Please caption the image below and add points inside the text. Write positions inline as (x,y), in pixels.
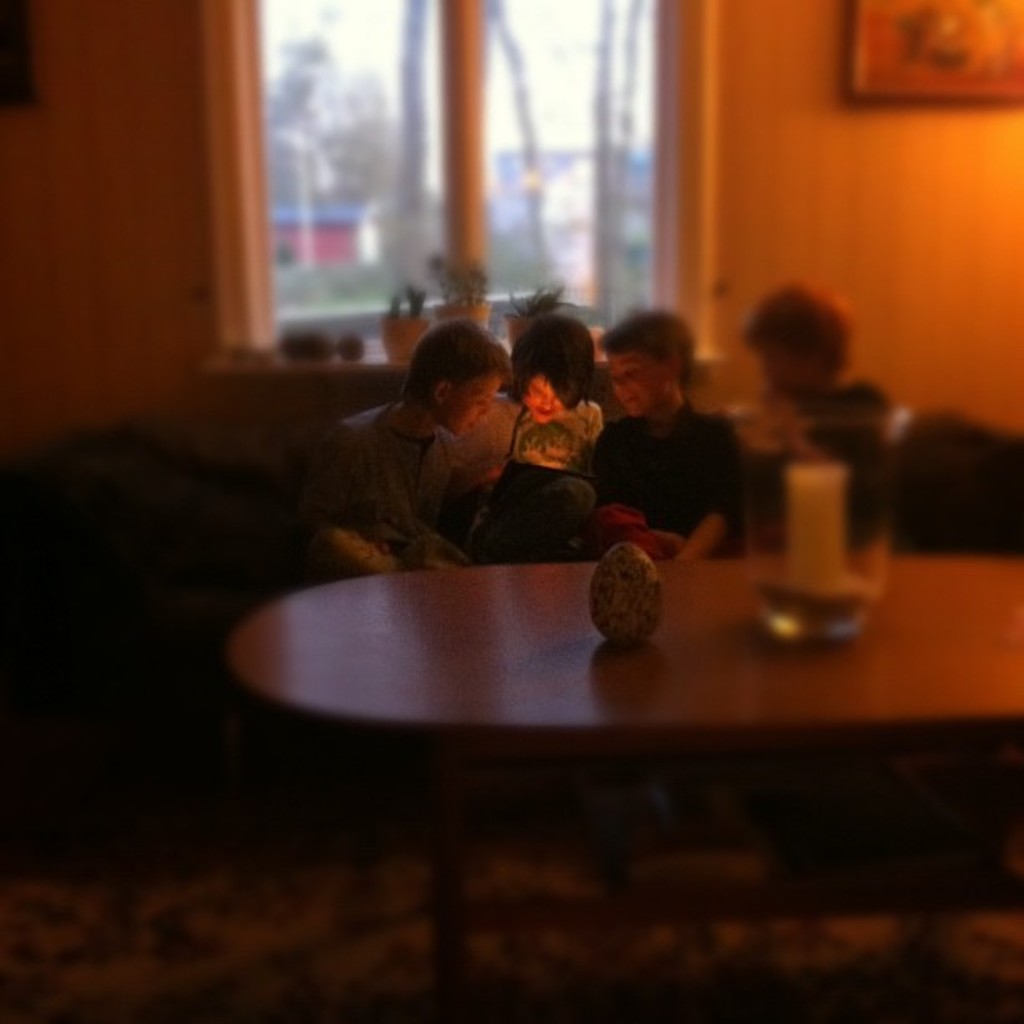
In this picture I can see people (627,494) are sitting in front of a table (722,692). On the table (697,636) I can see some objects (785,604). In the background (444,173) I can see a window (436,137) and a wall (838,94) which has a photo (910,81) attached to it.
